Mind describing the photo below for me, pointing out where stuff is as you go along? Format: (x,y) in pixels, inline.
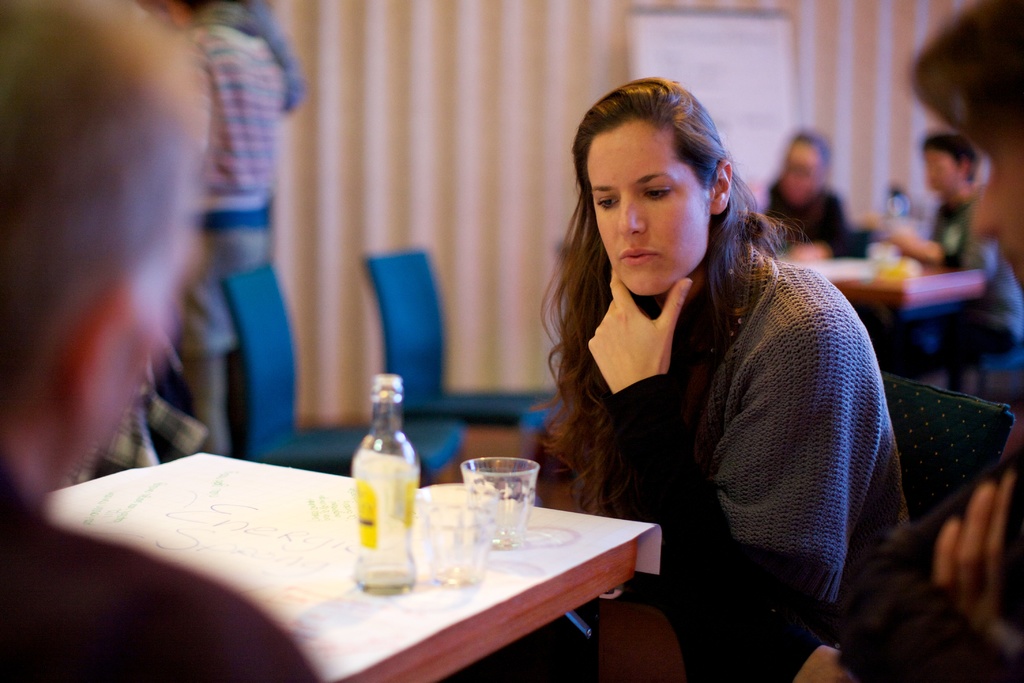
In this picture we can see persons (772,322) sitting on chairs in front of a table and on the table (460,588) we can see bottle (407,438), glasses (473,549). This is a whiteboard (709,49). We can see person (254,195) standing near to the chairs (290,375).
